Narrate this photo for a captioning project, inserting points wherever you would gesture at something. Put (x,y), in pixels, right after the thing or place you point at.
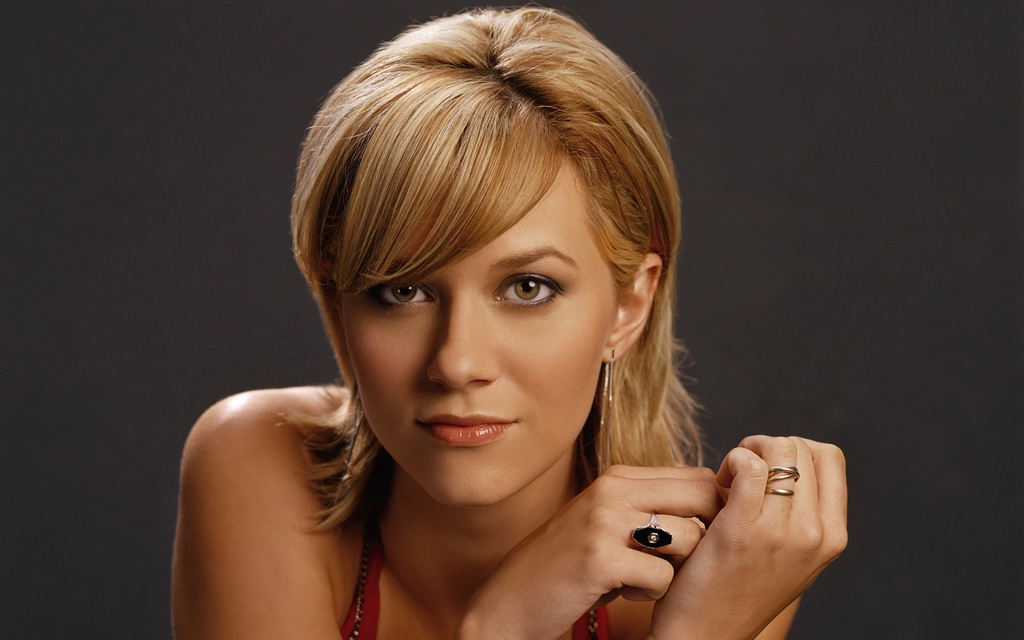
The picture consists of a woman (603,341). The background (127,175) is black.
